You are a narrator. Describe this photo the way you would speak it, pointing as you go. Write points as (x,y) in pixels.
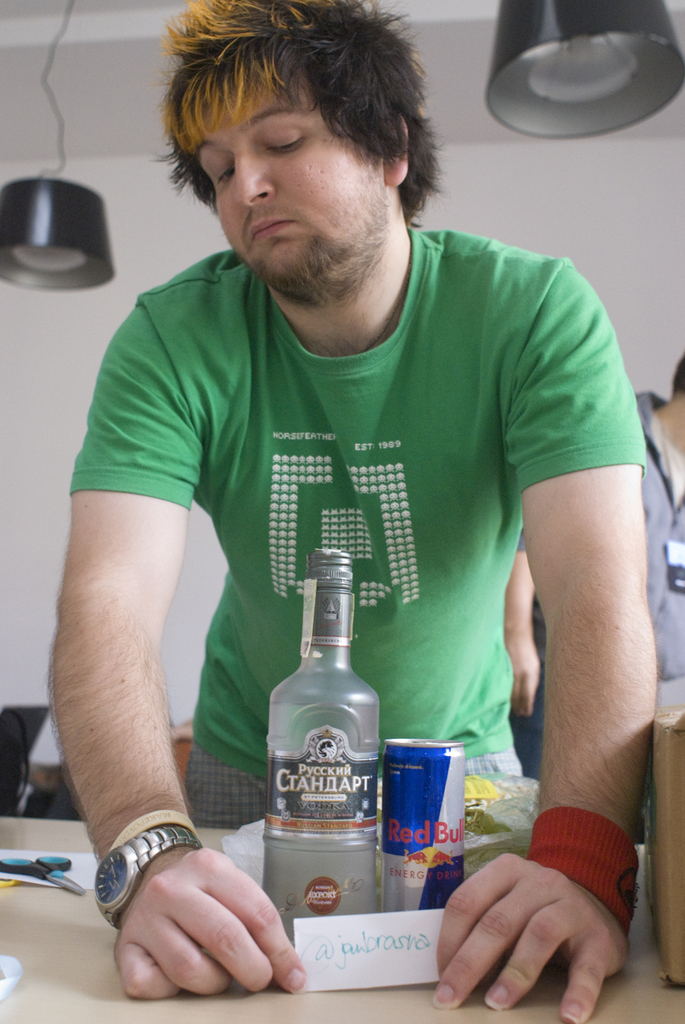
In this picture there is a man (355,476) standing in front of a table (222,849) on which a vodka bottle (326,845) and a energy drink (403,864) was placed. He is holding a paper (321,961) in his hands (222,972). In the background (654,430) there is another person (656,409) standing and there is a wall (562,206) here.
